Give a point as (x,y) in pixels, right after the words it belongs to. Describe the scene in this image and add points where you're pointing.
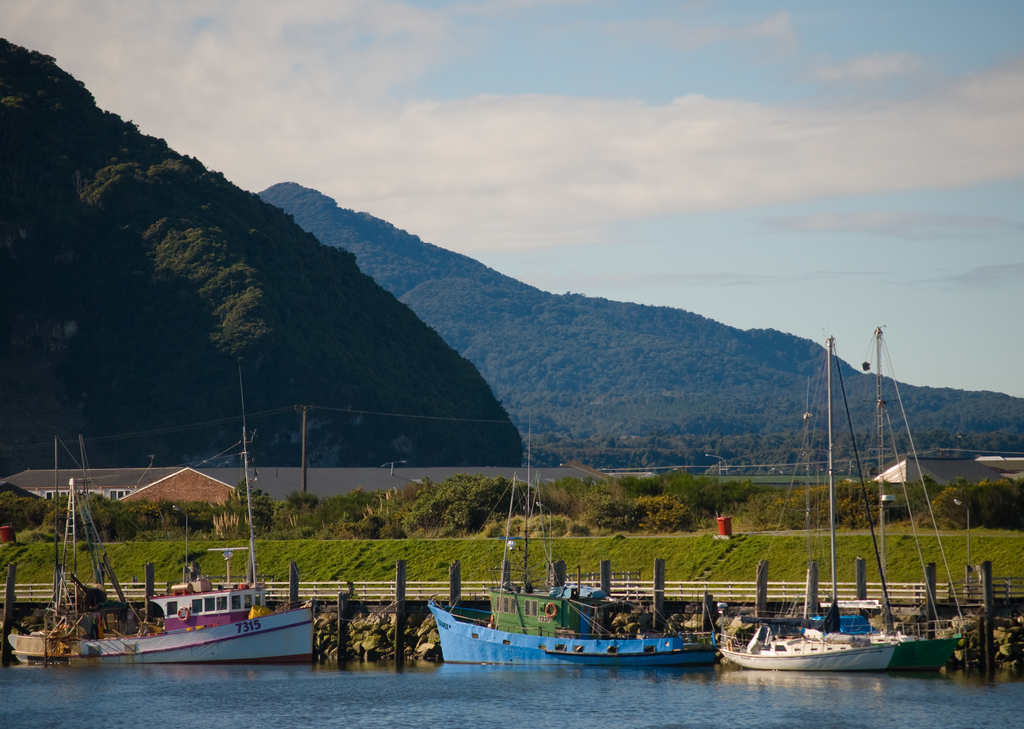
In this picture I can see hills (199,204) and I can see trees (658,518), buildings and I can see few boats (284,648) in the water (360,702) and I can see blue cloudy sky (412,197).
